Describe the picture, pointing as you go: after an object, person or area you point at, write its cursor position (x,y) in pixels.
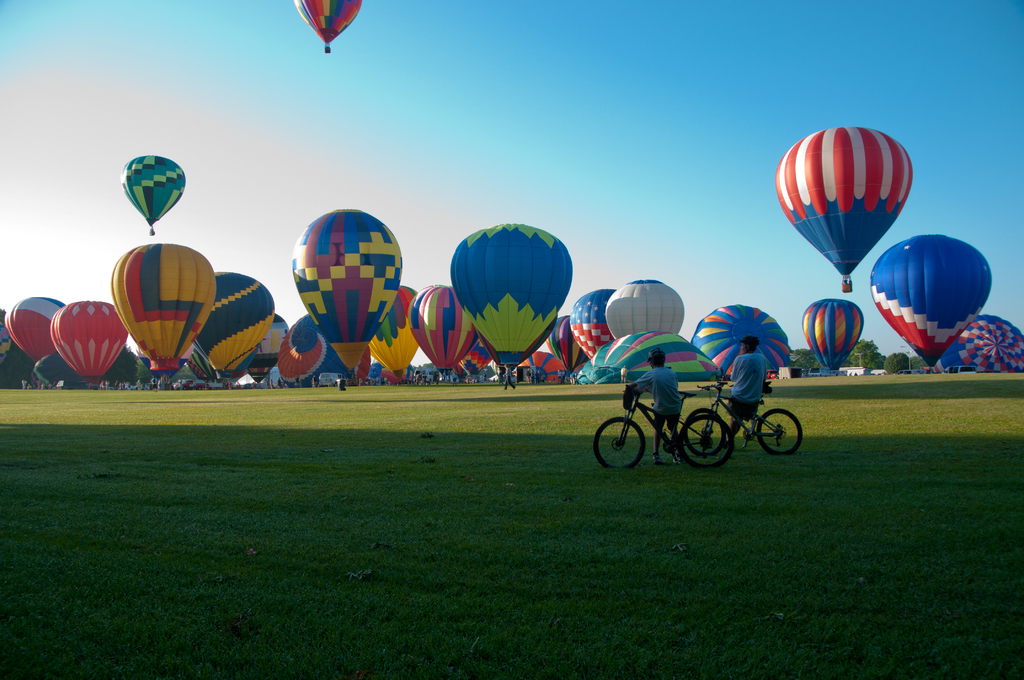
In this image in the center (655,410) there are two boys (671,406) who are sitting on a cycle (731,428), and in the background (745,320) there are some hot air balloons (230,361) and some trees (908,359) and some persons (464,381). At the top of the image (329,148) there is sky (363,133), and at the bottom (341,553) there is grass (633,551).
